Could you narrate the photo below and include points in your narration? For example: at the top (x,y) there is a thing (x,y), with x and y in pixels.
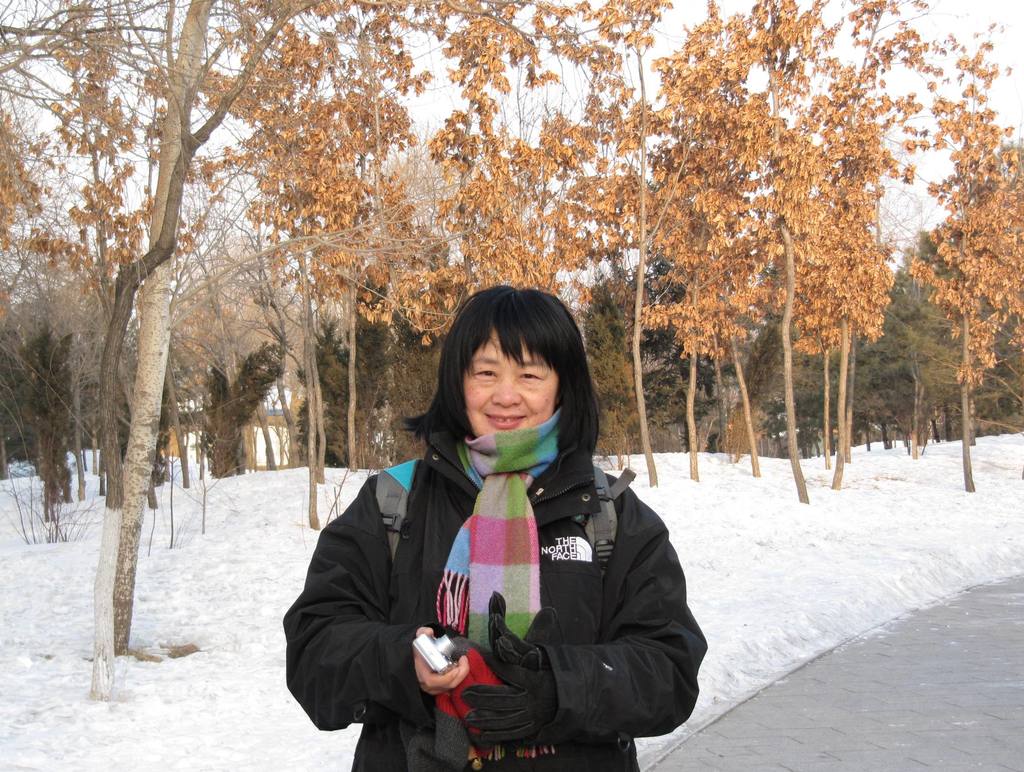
In the foreground of the picture (571,505) we can see a woman (516,515). In the middle of the picture (605,319) we can see trees (123,454) and snow (771,500). At the top (349,52) there is sky (633,55). In the background (288,272) we can see snow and trees (363,300).
